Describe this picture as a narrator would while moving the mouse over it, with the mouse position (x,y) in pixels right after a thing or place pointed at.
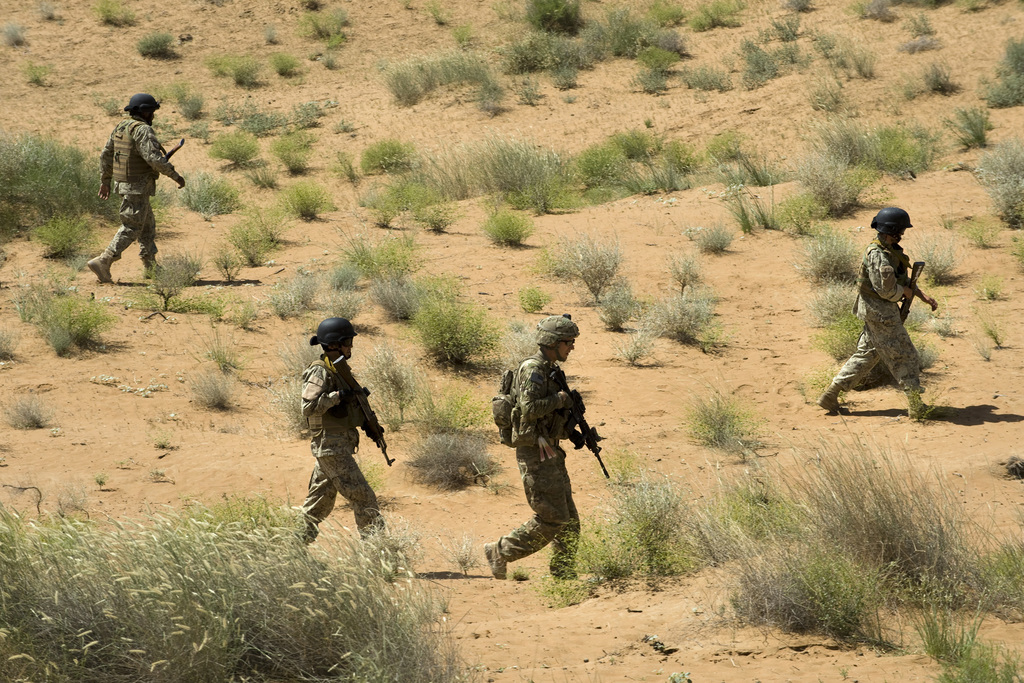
In this picture there are people (563,508) walking and holding guns (362,392) and wore helmets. We can see grass (761,519) and plants (205,618).
